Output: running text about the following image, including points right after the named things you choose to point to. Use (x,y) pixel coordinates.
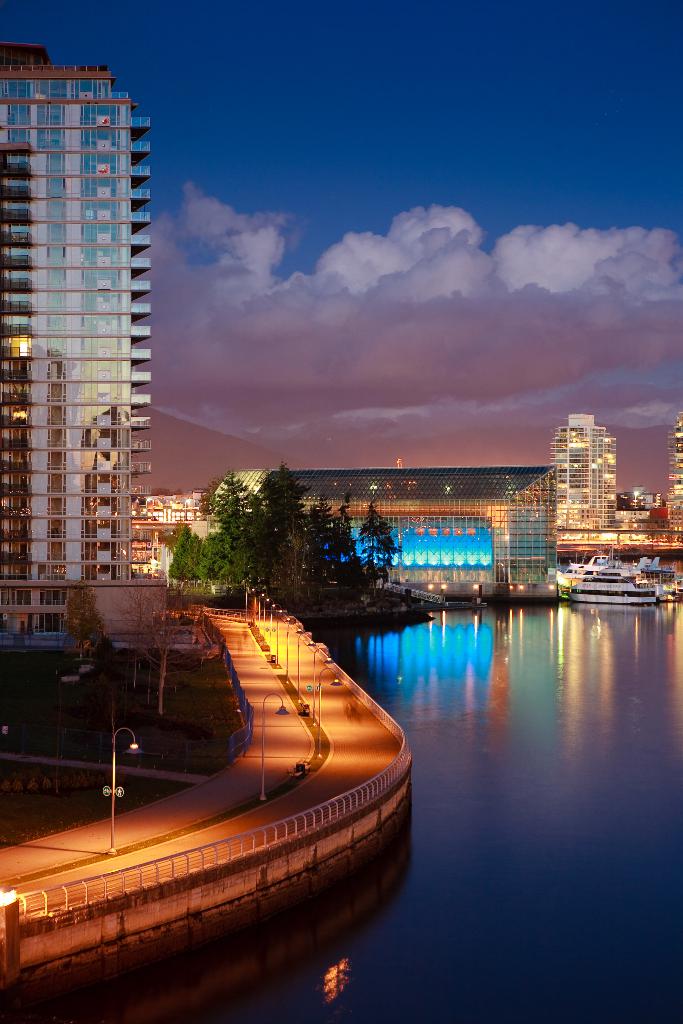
In this image there is a river (387,849), beside the river (394,878) there is a road (290,652), in the background (258,586) there are trees (253,557), buildings (366,492) and a blue sky (515,181).
